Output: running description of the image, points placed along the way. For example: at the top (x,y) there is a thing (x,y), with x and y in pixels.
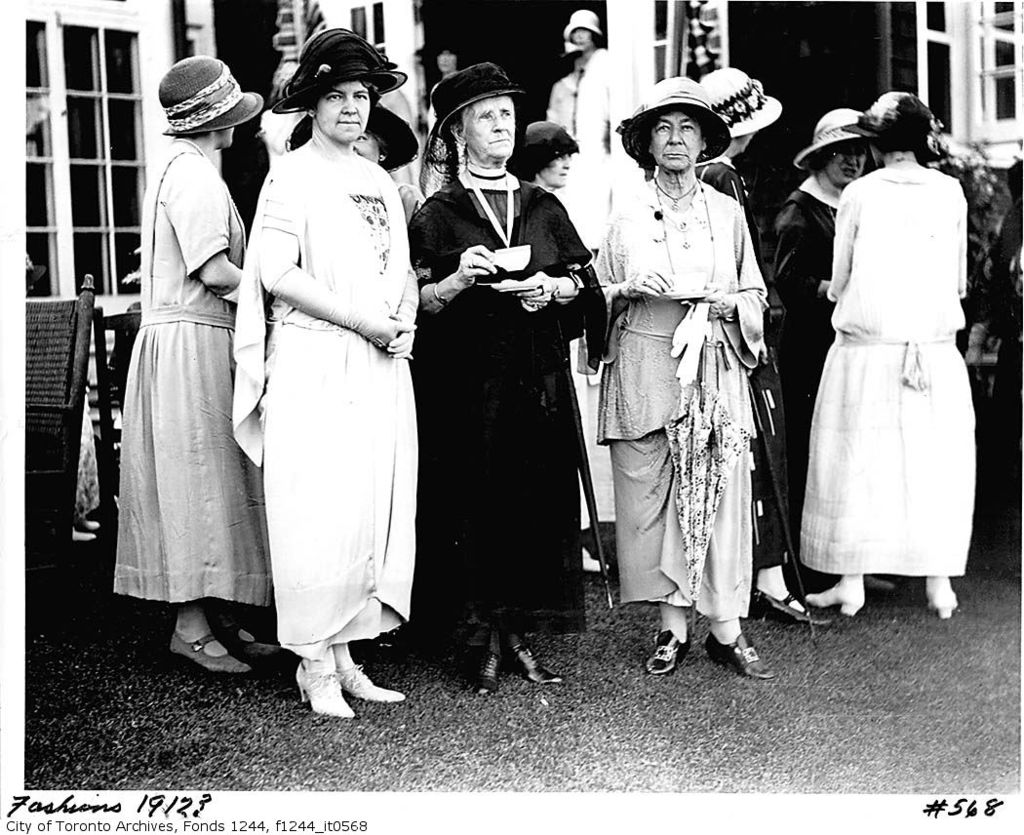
In this image I can see the black and white picture in which I can see number of women (394,292) are standing. I can see few of them (435,287) are holding cups (527,260) and saucers (537,285) in their hands (630,288) and all of them are wearing hats (468,95). In the background (549,102) I can see the building (67,156).
